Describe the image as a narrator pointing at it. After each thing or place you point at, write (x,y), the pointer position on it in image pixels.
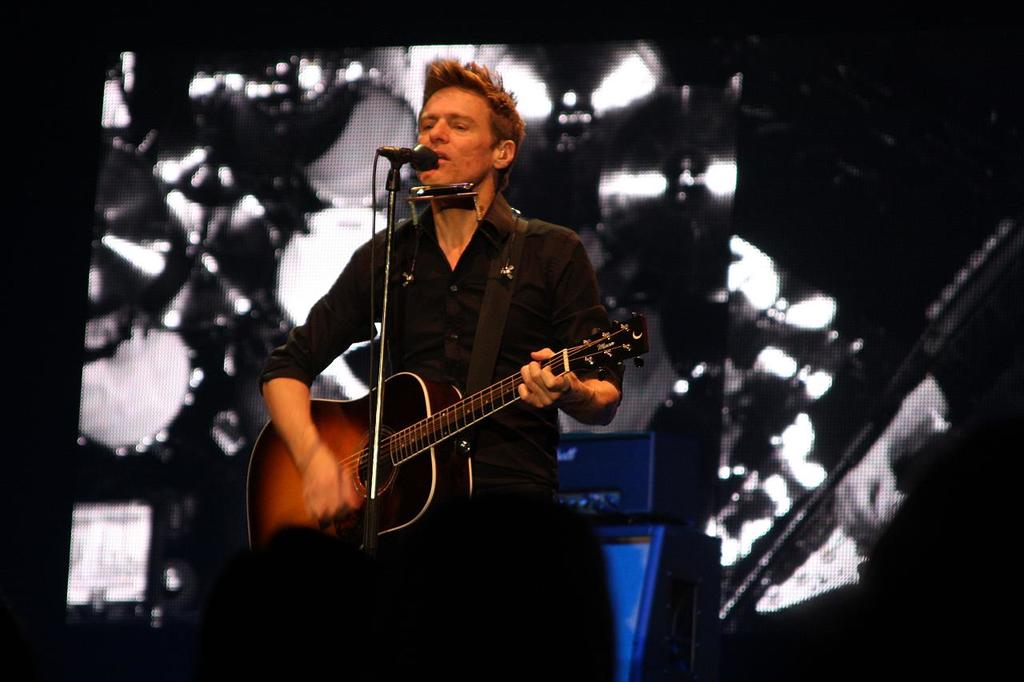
This man (453,165) is standing and playing a guitar (361,462). This man (429,314) is singing in-front of a mic (396,156) and wore black shirt (434,345).
